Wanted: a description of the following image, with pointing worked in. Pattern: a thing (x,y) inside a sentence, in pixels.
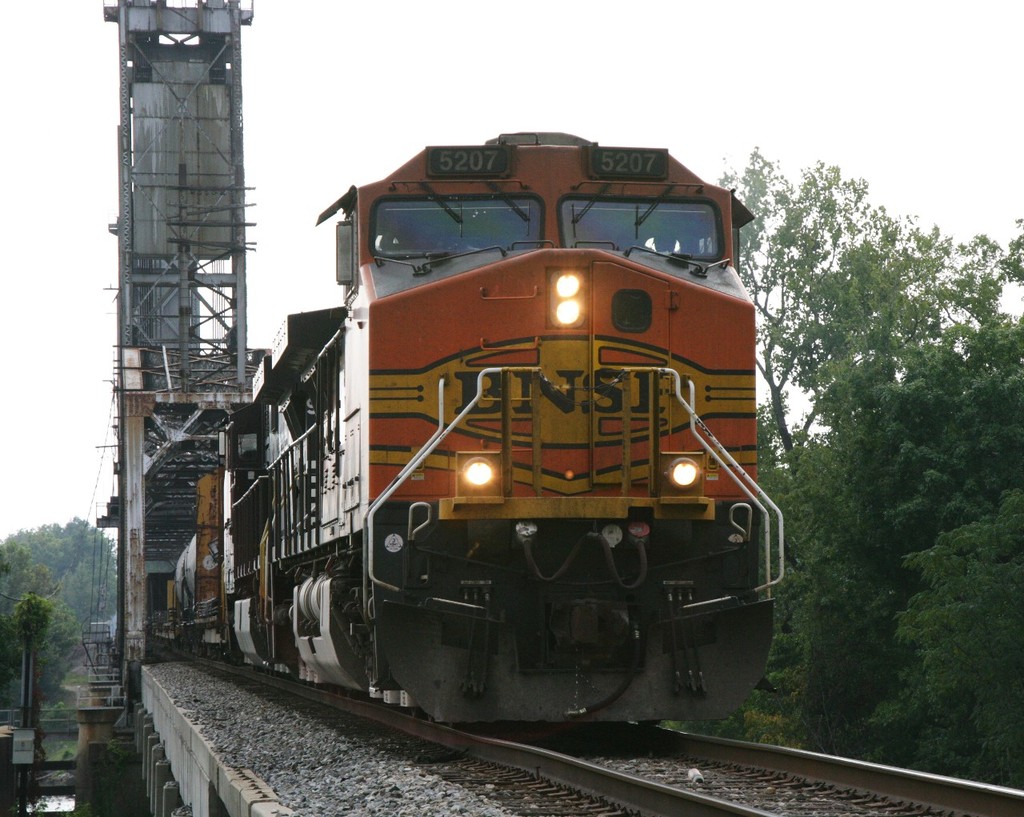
This image is taken outdoors. At the bottom of the image (392,732) there is a railway track (230,664) on the bridge (159,741). In the middle of the image (417,417) a train (462,530) is moving on the track (657,769) and there are a few iron bars (167,307). In the background (52,632) there are a few trees (847,584). On the left side of the image (57,689) there is a tree (24,631) and there are a few iron bars (27,715). On the right side of the image (886,406) there are a few trees (834,547).
